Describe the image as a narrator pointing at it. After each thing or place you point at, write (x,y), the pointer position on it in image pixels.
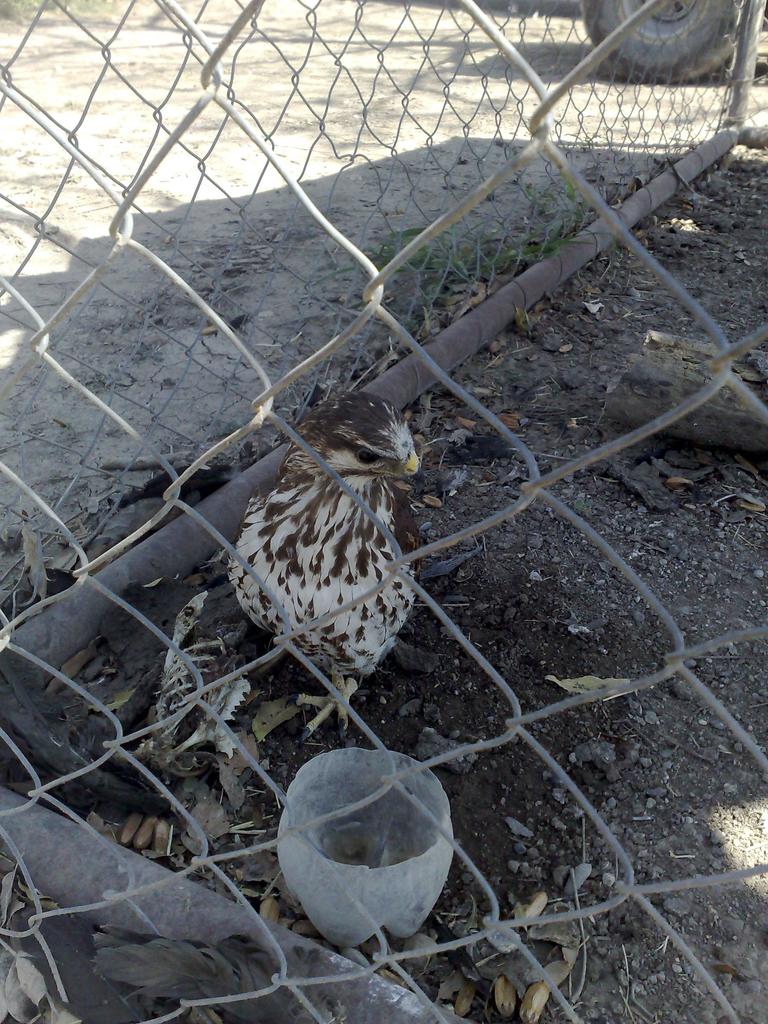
In this picture I can see a bird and I can see few leaves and a tree bark (717,416) on the ground (509,529) and I can see metal fence (750,53) and looks like a vehicle wheel (665,63) on the top right corner of the picture (615,59).
